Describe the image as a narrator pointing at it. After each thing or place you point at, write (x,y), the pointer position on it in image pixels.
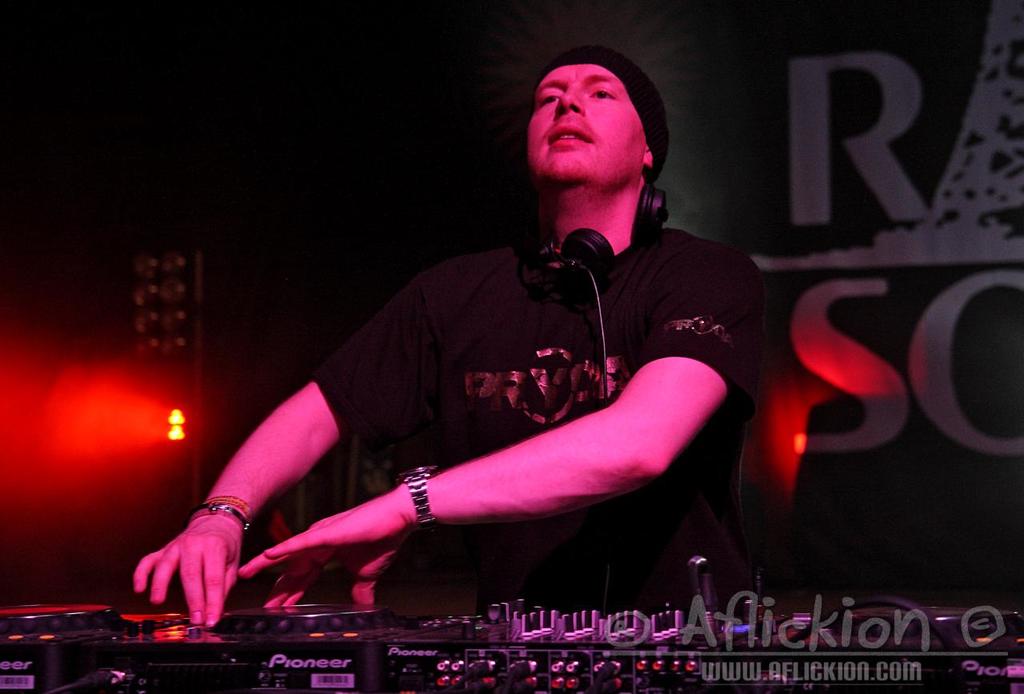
This person (583,189) is playing an instrument (514,658). Far there is a focusing light (171,426). Here we can see a headset (596,253). Bottom of the image (838,680) there is a watermark (812,645).
